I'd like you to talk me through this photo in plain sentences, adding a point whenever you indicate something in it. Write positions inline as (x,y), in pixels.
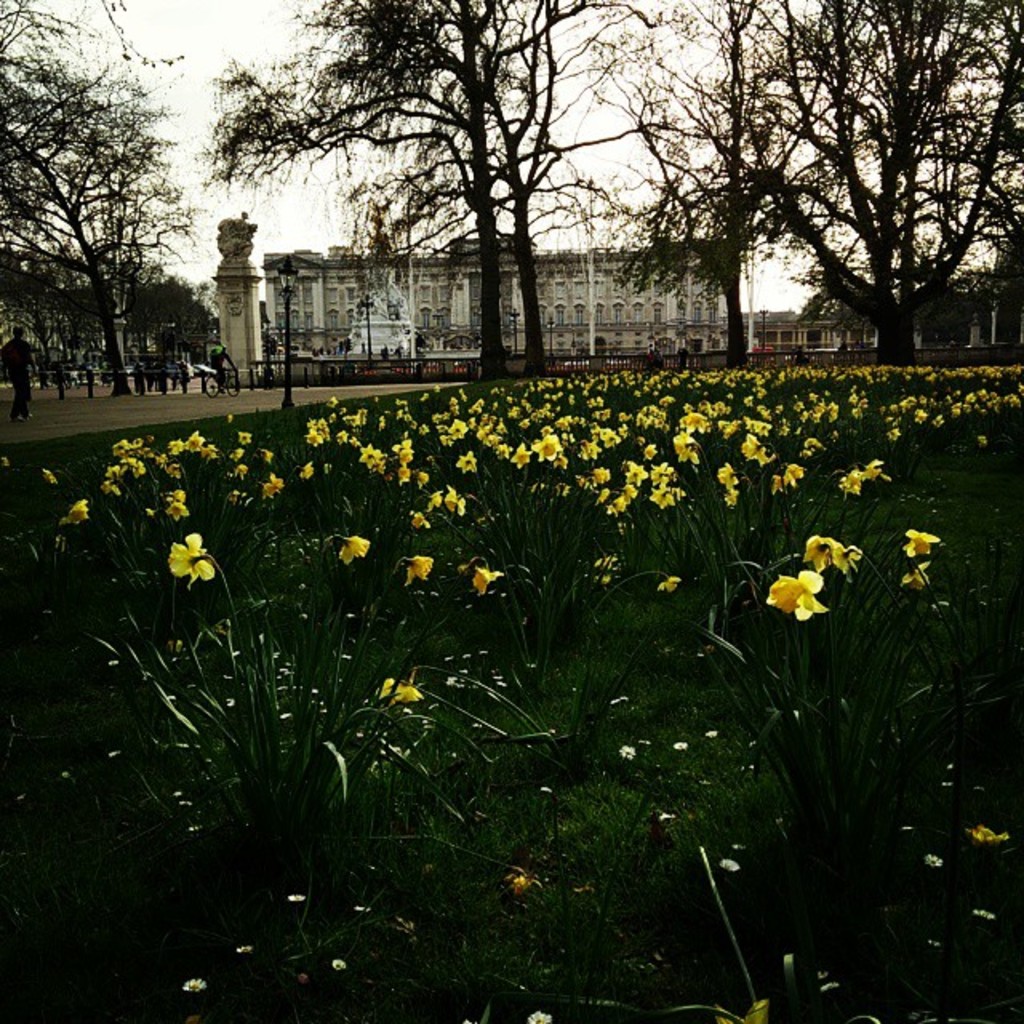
In this image I can see an open grass ground (560,661) and on it I can see number of plants (647,514) and number of yellow colour flowers (871,366). In the background (641,227) I can see number of trees (893,337), few poles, few buildings (541,278), the sky (63,222) and on the left side of the image (185,366) I can see few people (24,350).
